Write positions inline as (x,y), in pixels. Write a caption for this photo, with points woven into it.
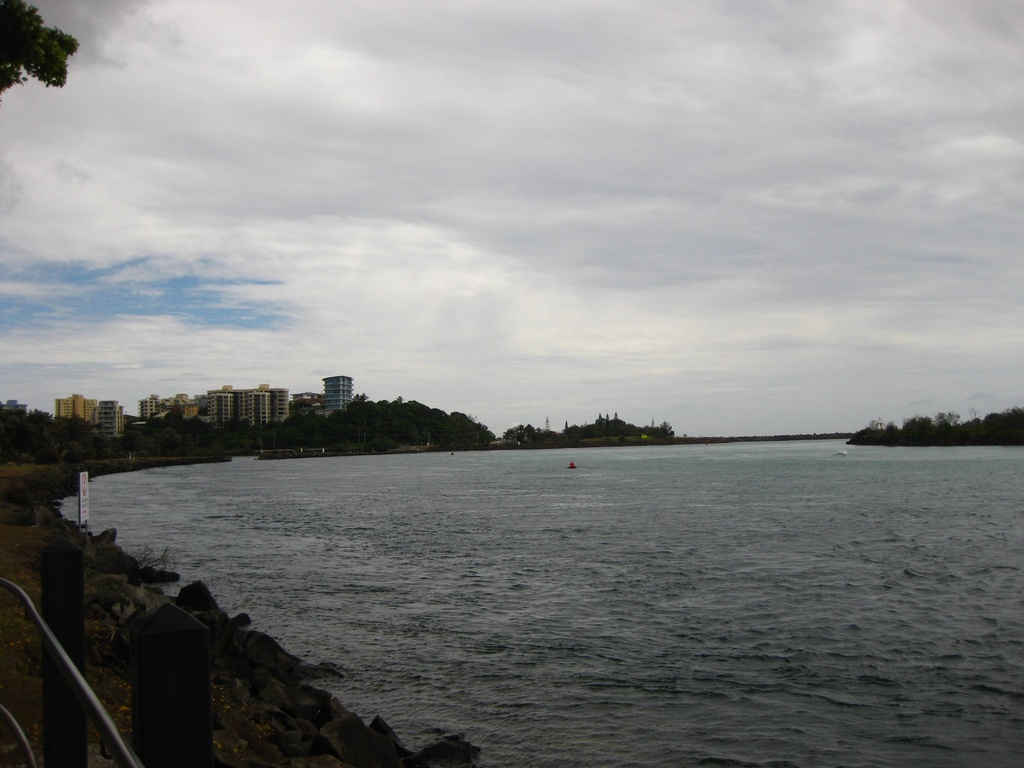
In the picture we can see water (424,551), in the background of the picture (351,422) there are some trees (333,424), buildings (181,403) and top of the picture (578,230) there is cloudy sky (342,279).
